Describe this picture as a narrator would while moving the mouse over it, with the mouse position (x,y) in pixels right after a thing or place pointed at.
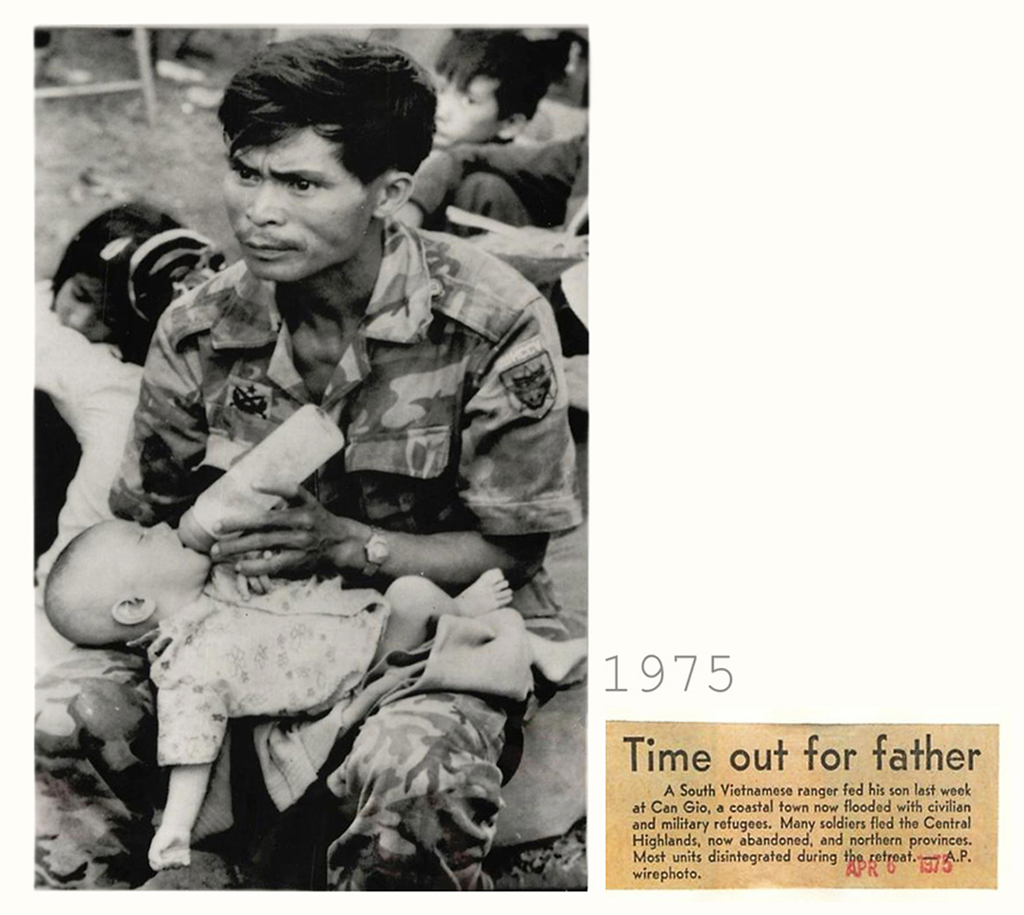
In the center of the image (379,540) we can see a man (400,720) sitting and feeding a baby (194,625). In the background (458,149) there are people (501,62).
